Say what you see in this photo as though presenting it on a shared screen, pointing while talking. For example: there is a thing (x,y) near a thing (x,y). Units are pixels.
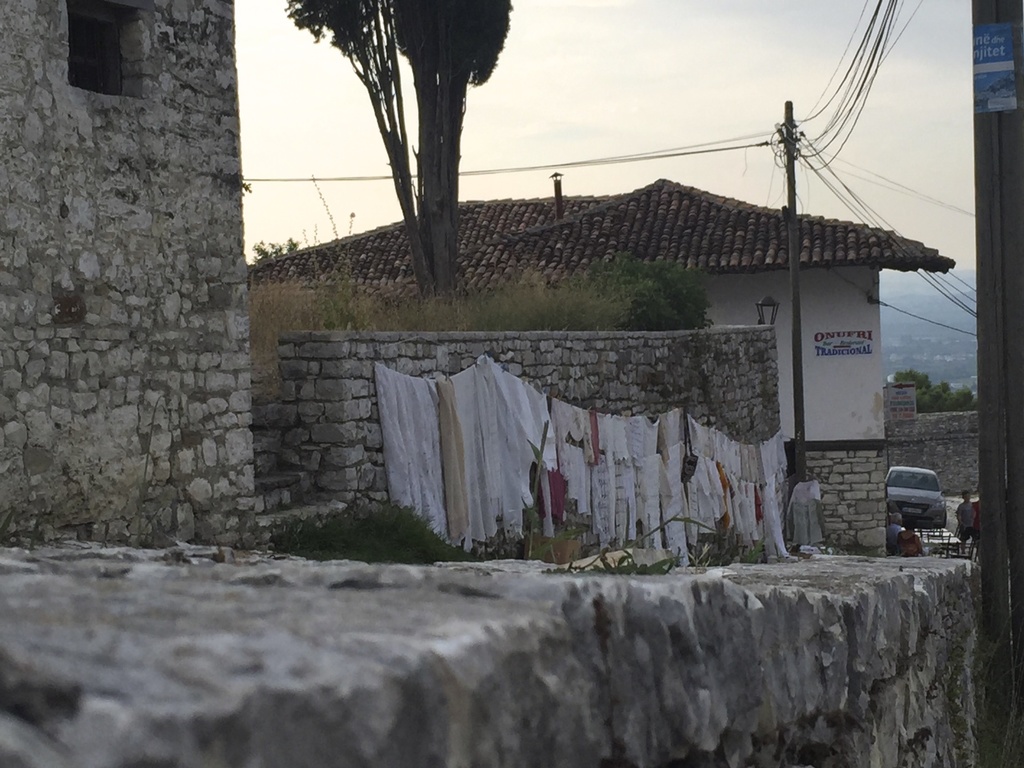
In the foreground of the picture (450,588) there is a wall (384,599). In the center of the picture (551,297) there are houses (125,387), plants (358,300), trees (431,188), clothes (598,418), current pole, cables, people (911,523) and a car (929,487). In the background (922,372) there are trees (925,391).
